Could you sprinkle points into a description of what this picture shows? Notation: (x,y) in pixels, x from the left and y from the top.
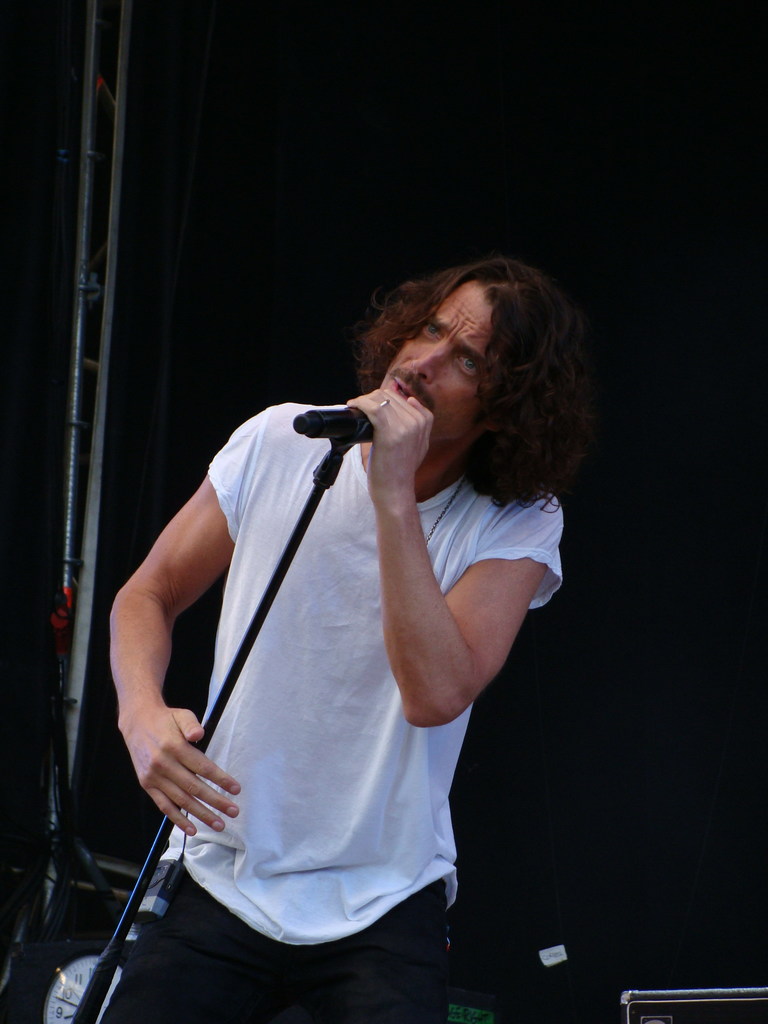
As we can see in the image there is a man (447,554) standing. He is wearing white color shirt (346,663) and singing on mic (319,427) and there is a clock (69,982) over here.
